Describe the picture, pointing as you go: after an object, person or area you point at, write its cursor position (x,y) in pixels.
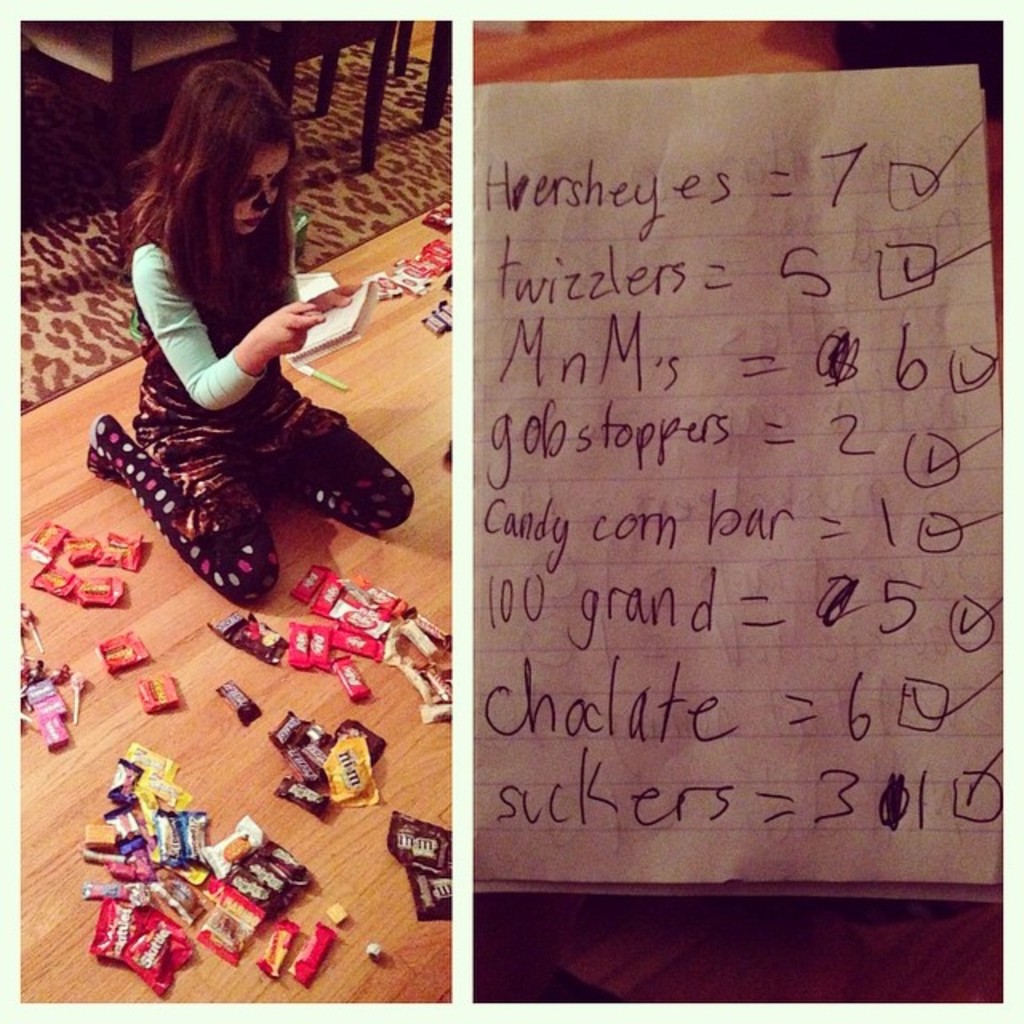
In this image we can see two pictures (298,331) on the right side (706,669), we can see a paper (740,339) with text (957,537) on it. On the left side (179,197), we can see a person (192,188) sitting on the floor (433,945) and holding a paper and to the side we can see some chocolates (416,902) around. In the background (366,157), we can see some chairs (325,67).
